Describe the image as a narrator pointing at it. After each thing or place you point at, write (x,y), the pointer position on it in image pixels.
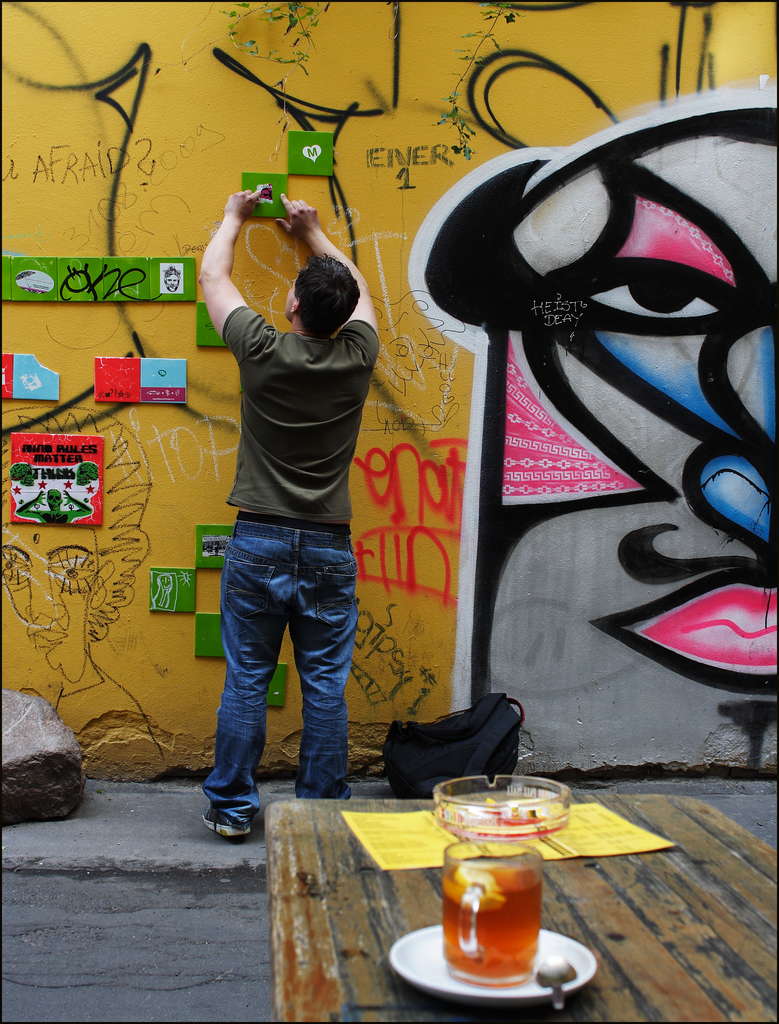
In the picture I can see a man (280,514) is standing and wearing a t-shirt (301,467), blue jeans (249,685) and shoes (233,831). In front of the image I can see a table (494,1010) which has a glass (454,938), saucers (525,985), spoon (560,997) and some other objects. I can also see painting (383,541) on the wall (147,474) and some other objects (132,373) attached to it.
